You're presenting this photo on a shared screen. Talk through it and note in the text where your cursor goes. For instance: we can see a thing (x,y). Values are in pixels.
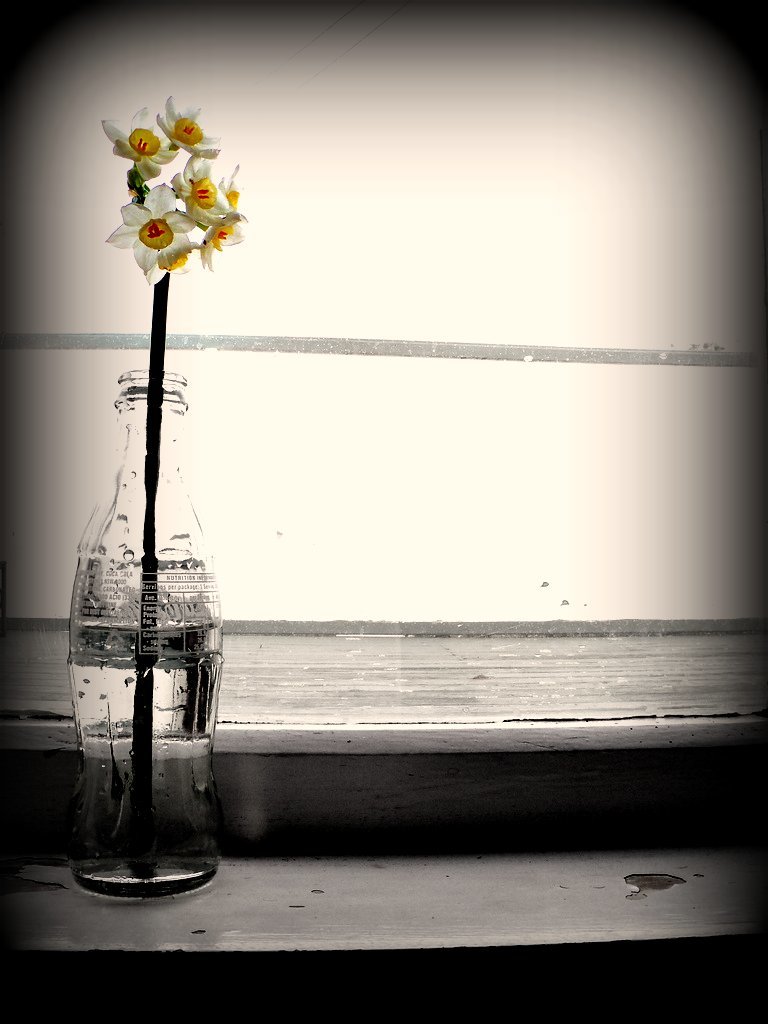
In this picture we can see a bottle (130,589) placed on a wooden platform (281,920) and inside this bottle (135,451) we have a stick (158,291) with flowers (158,155) to it and in the background (357,291) we can see wall (366,264).
